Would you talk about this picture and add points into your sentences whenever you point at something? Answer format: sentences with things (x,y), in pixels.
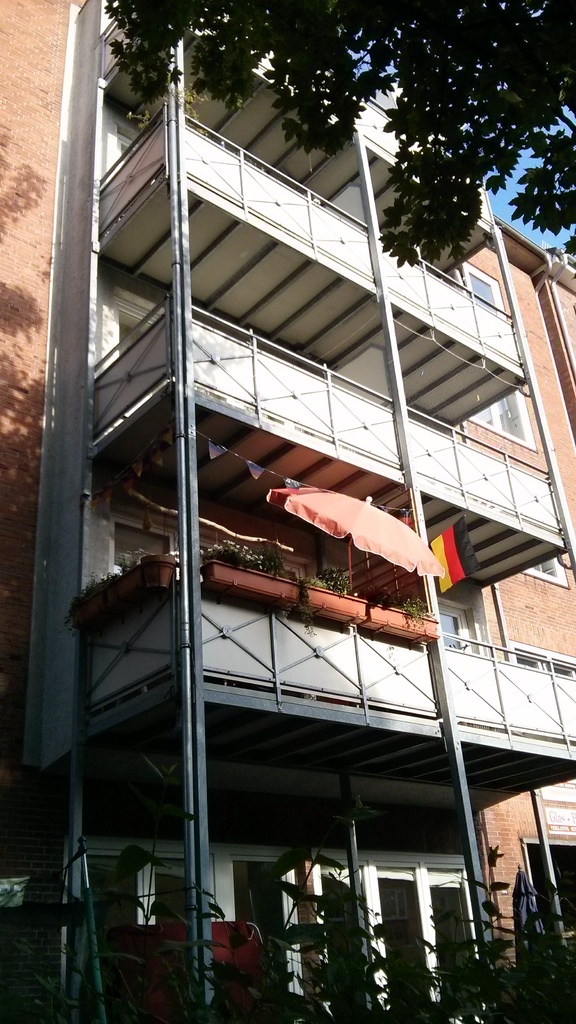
In this image we can see a building (230,215) with railing (265,214). And there are potted plants (249,591), umbrella (341,506) and flags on the building (306,551). In front of the building (385,768), we can see the trees (446,46).
